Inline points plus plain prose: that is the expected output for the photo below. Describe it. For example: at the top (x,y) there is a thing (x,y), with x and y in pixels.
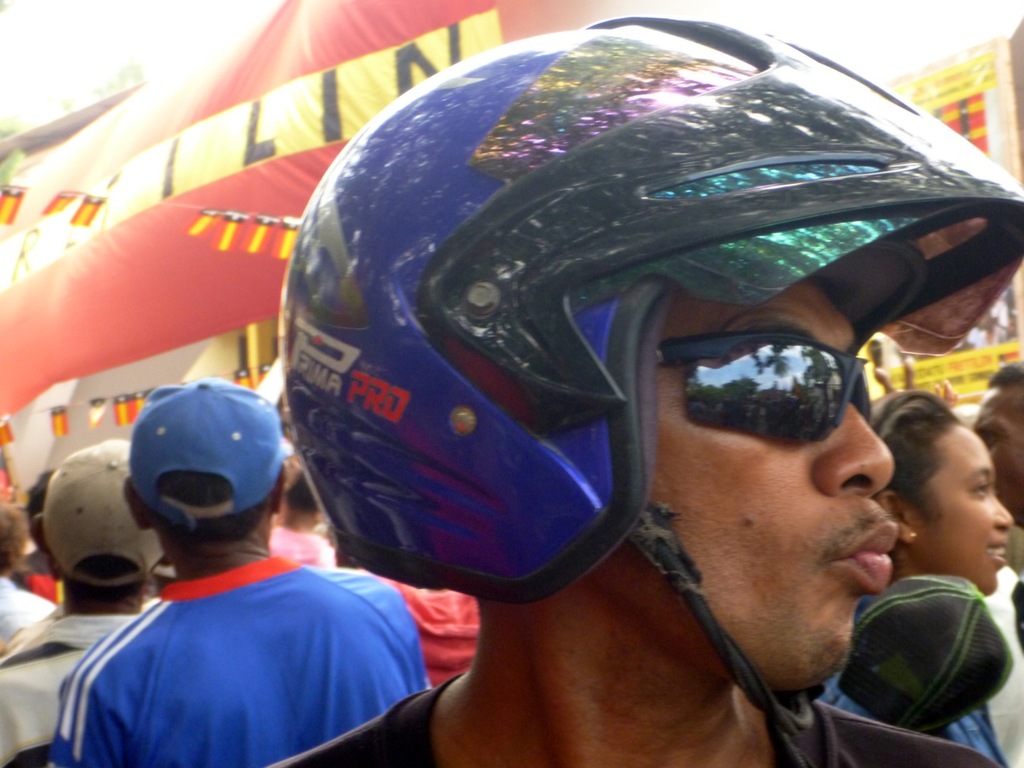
In this image I can see person (795,304) wearing a helmet (658,312) and spectacle (749,373) visible in the foreground (619,604) and in the background (987,545) I can see crowd (142,531) and tents (116,229).
